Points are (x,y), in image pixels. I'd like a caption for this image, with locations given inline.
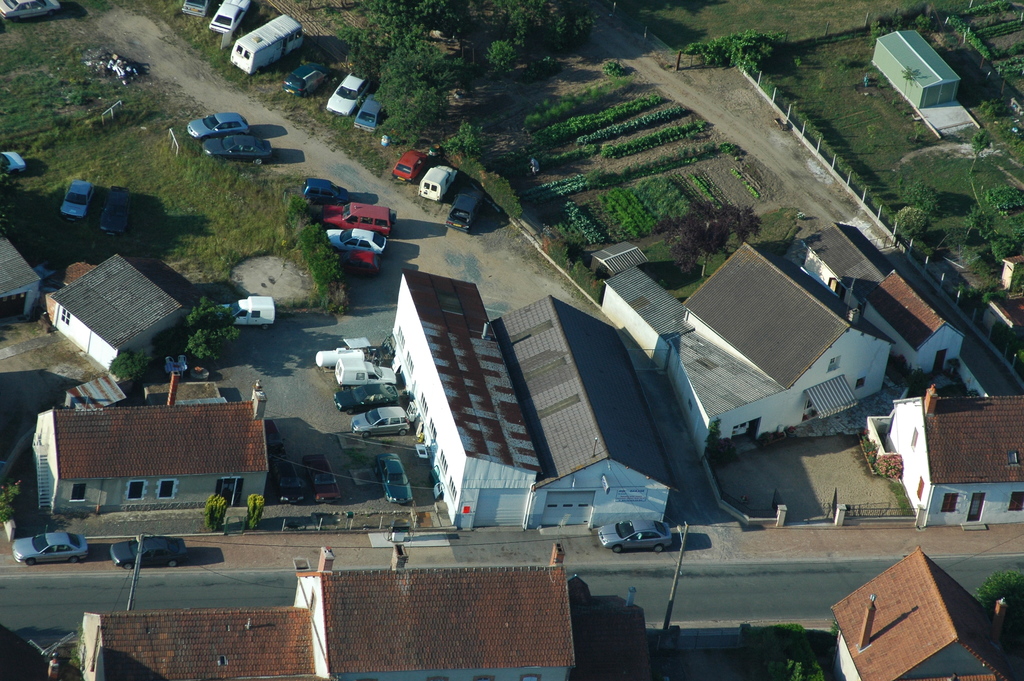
In this image there are houses (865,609), there are houses (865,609) truncated towards the bottom of the image (366,641), there is road (171,597) truncated, there are poles (138,540), there are houses (1012,426) truncated towards the right of the image (1014,466), there is a house (18,281) truncated towards the left of the image (25,276), there are vehicles (638,532), there are plants (626,181), there is the grass (830,90), there are plants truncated towards the right of the image (992,201), there are plants (414,43) truncated towards the top of the image (396,43), there are vehicles (31,11) truncated towards the top of the image (14,9), there are vehicles (17,15) truncated towards the left of the image (25,165), there are trees (677,249), there is the door (236,489), there are windows (165,484), there is a wall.
